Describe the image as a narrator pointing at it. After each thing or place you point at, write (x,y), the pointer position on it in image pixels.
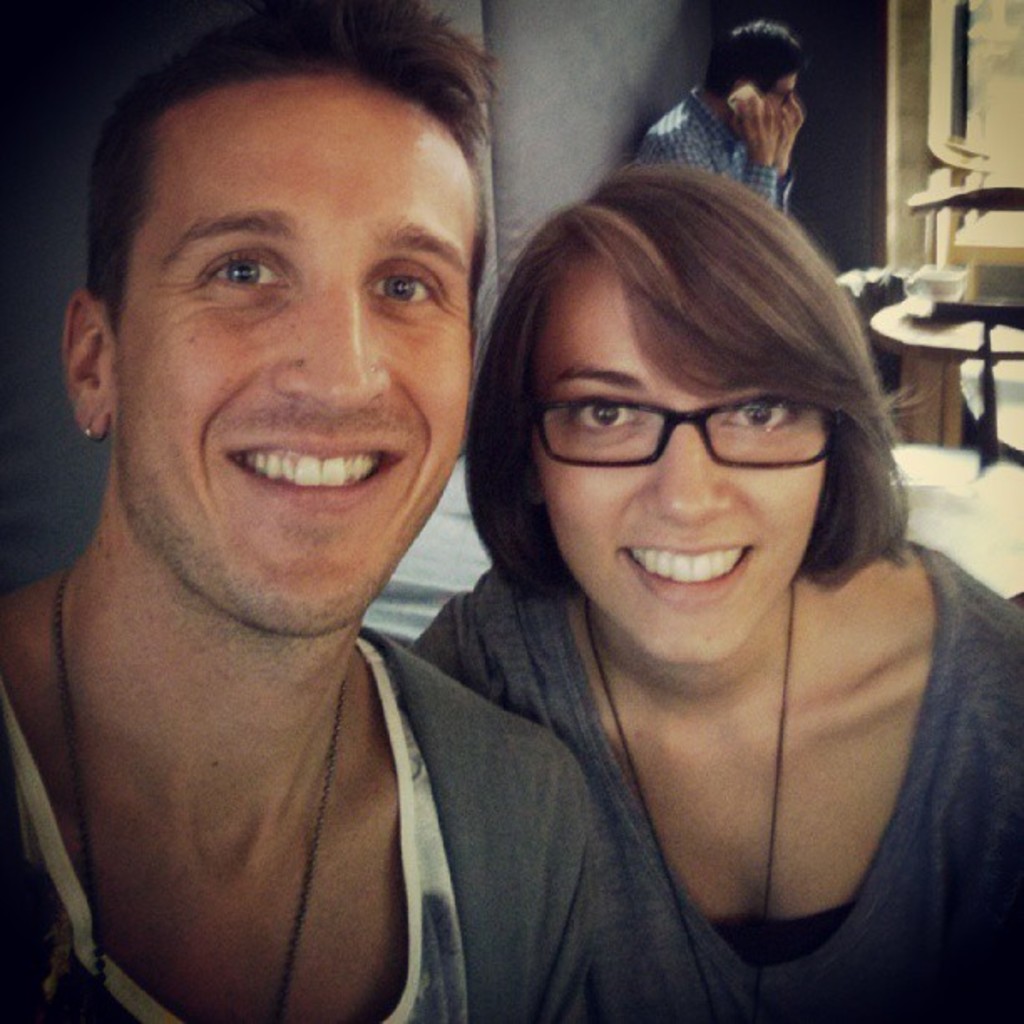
there is a man (179,502) and woman (843,951) smiling together behind them the other man (771,117) sitting and speaking on a mobile phone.
